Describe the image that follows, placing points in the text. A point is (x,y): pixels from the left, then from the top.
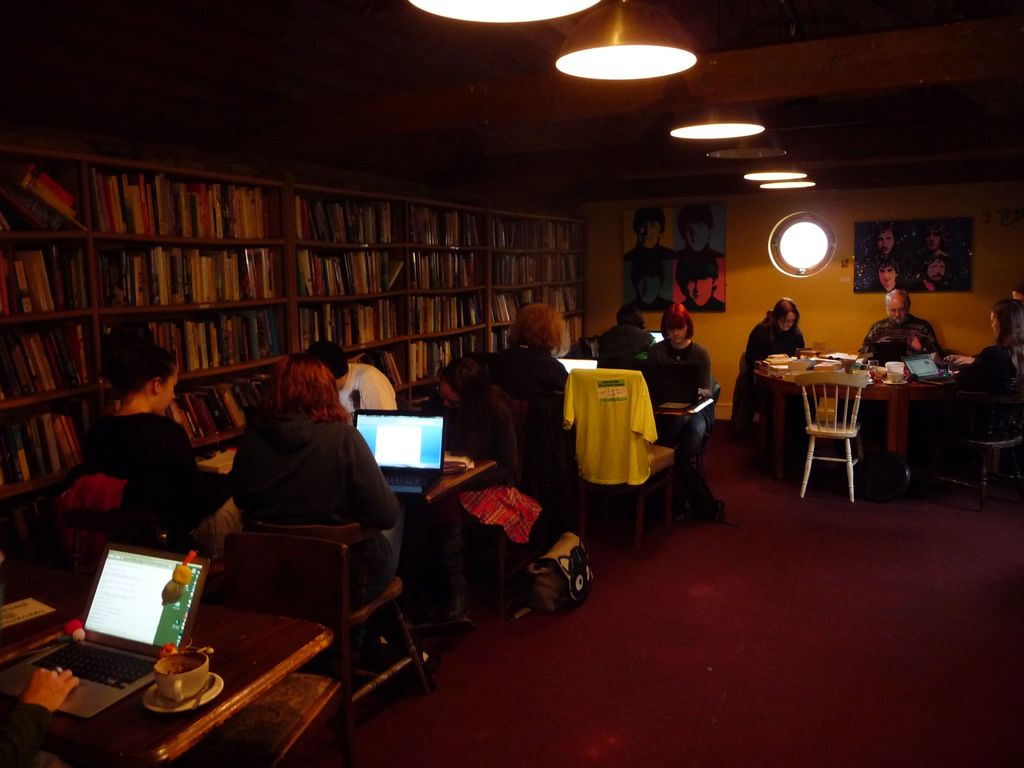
This is a library (807,553). Inside many people (517,369) are sitting. and there are many tables (774,379) and chairs (859,379). On the table (788,389) there are cup (165,670), saucer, laptops (124,616), books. And people (499,398) are working on laptops (653,375). In the background (458,294) there is a cupboard (312,287) with full of books (451,261). On the wall (743,260) there are photo frames (700,246). On the ceiling (574,78) there are lights (723,118).
